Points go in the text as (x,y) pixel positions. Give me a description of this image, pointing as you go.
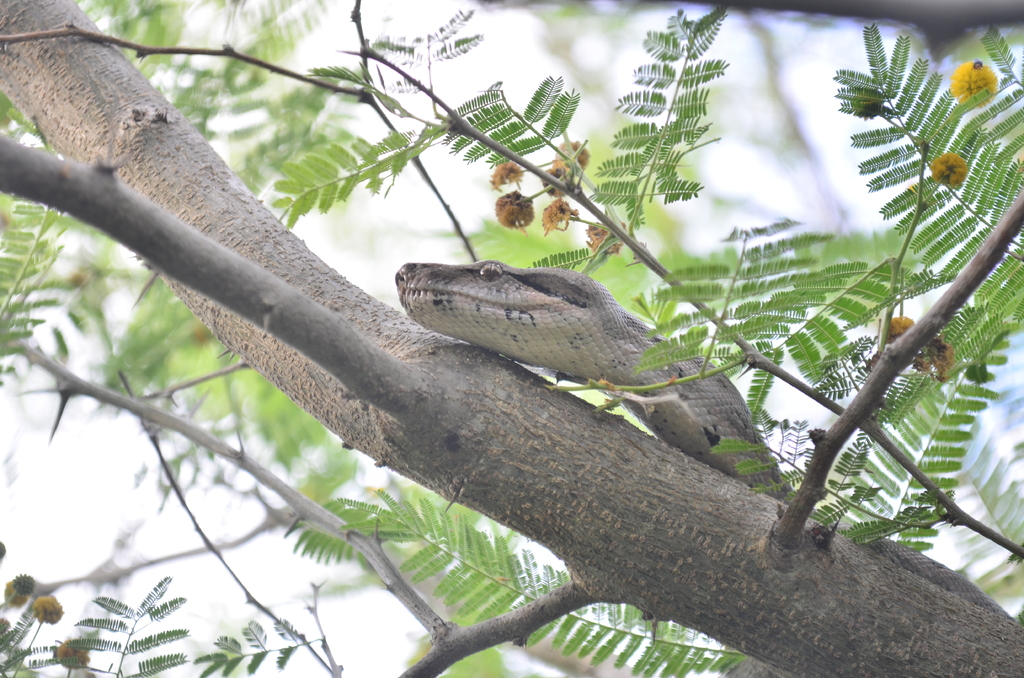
In this image, we can see a snake (692,393) on the tree (426,355). We can also see the sky (433,168).
